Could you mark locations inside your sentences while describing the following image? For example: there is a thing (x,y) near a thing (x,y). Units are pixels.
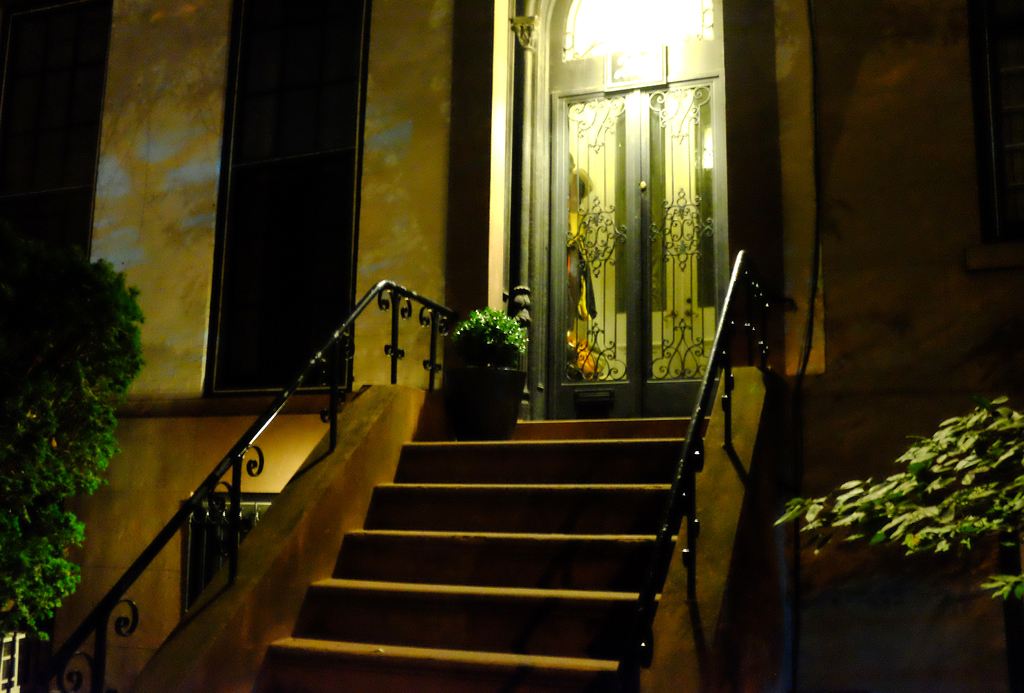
In this image I see a building (317,249) over here and I see the doors (641,149) over here and I see the steps (547,524) and I see few plants (93,392) and I see the light (635,44).
